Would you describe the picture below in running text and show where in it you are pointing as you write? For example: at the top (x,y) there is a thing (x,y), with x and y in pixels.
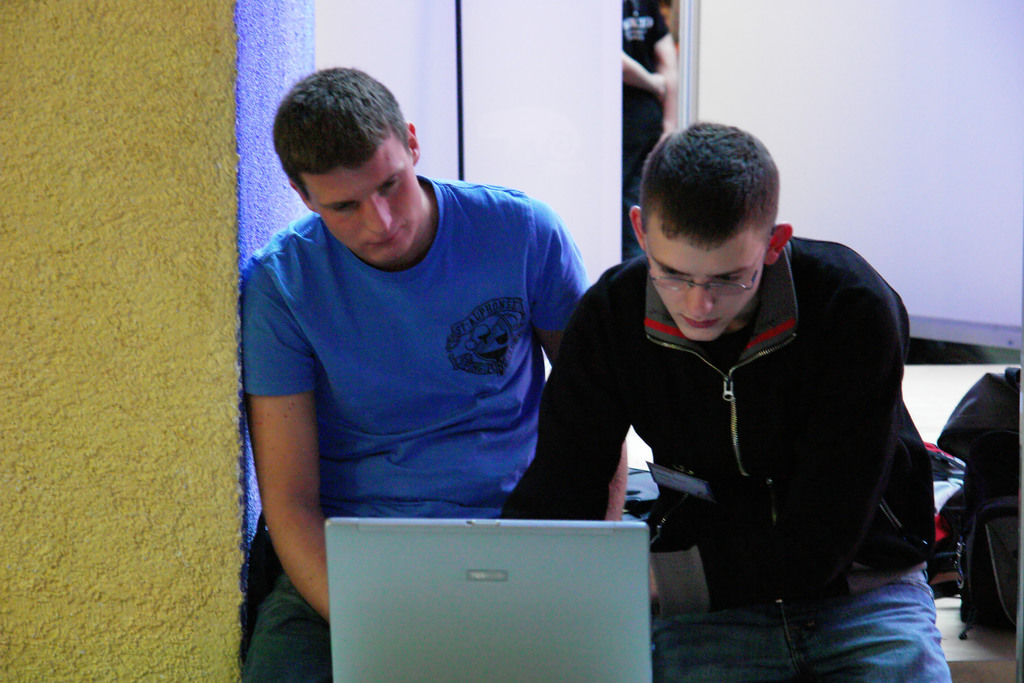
In this picture I can see there are two men (612,393) sitting and they are operating a laptop (512,641) and there is a pillar (131,40) at left side (75,361).
